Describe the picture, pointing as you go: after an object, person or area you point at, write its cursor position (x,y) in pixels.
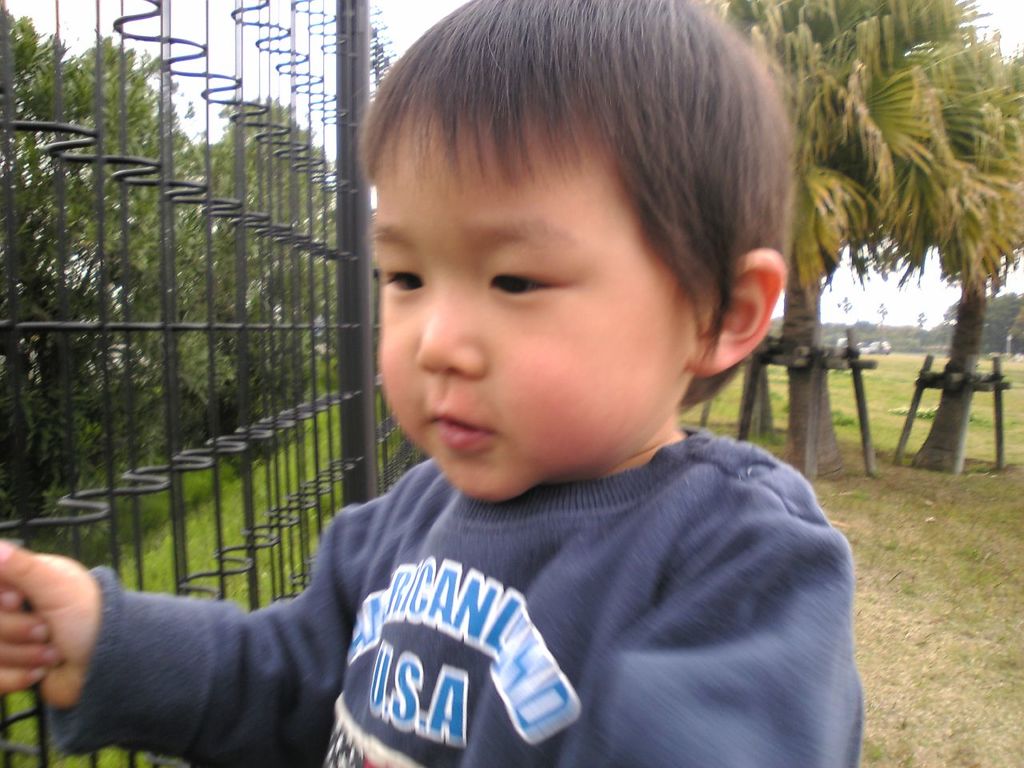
In the center of the image (597,341) there is a boy (387,766). At the left side of the image (96,91) there is a fencing (331,322). In the background of the image (817,468) there are trees (790,321). At the bottom of the image (945,670) there is grass (893,572).
